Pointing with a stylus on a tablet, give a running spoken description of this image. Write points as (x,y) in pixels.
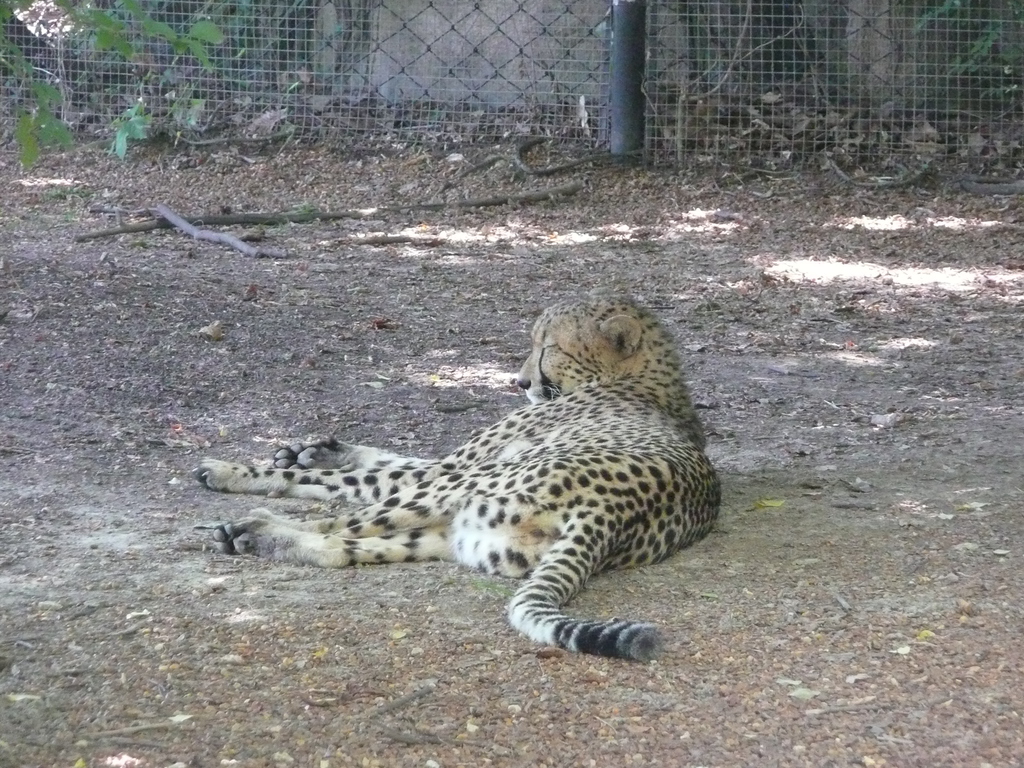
This image consists of a cheetah (533,444) sleeping on the ground (536,721). At the bottom (248,718), there is a ground (495,721). In the background (522,23), there is a fencing (171,67) along with small plants (148,120).
